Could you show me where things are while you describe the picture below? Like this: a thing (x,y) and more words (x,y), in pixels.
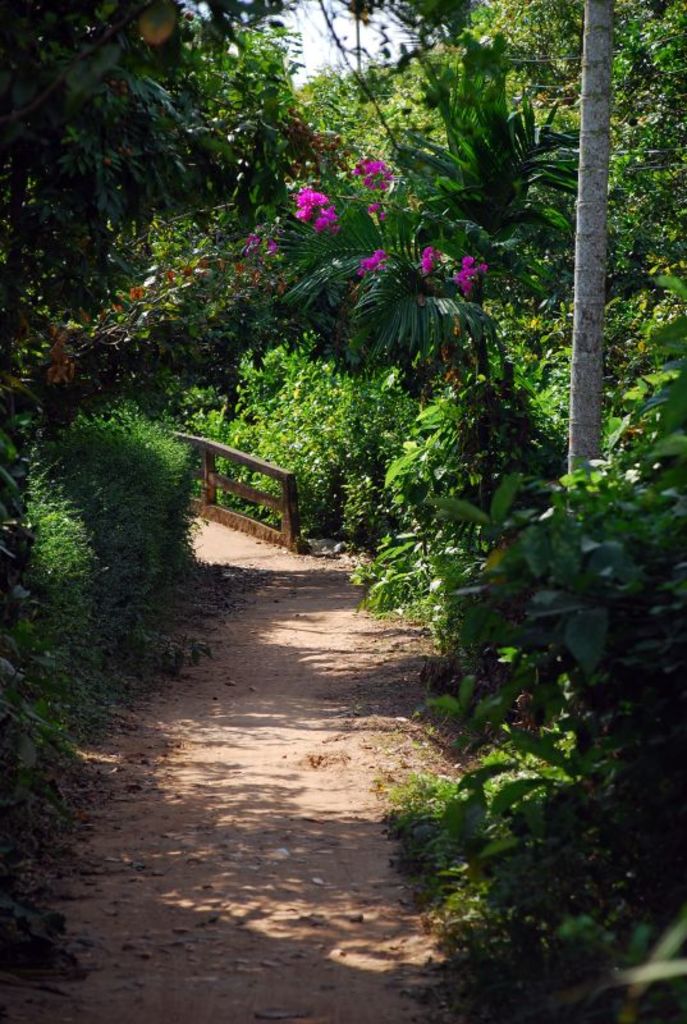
In the center of the image (255,634) there is a road (300,724). On both left side (218,328) and right side of the image (591,351) there are plants (453,412), trees (379,241). There is a wooden fence (273,502). In the background of the image (314,41) there is sky (347,25).
